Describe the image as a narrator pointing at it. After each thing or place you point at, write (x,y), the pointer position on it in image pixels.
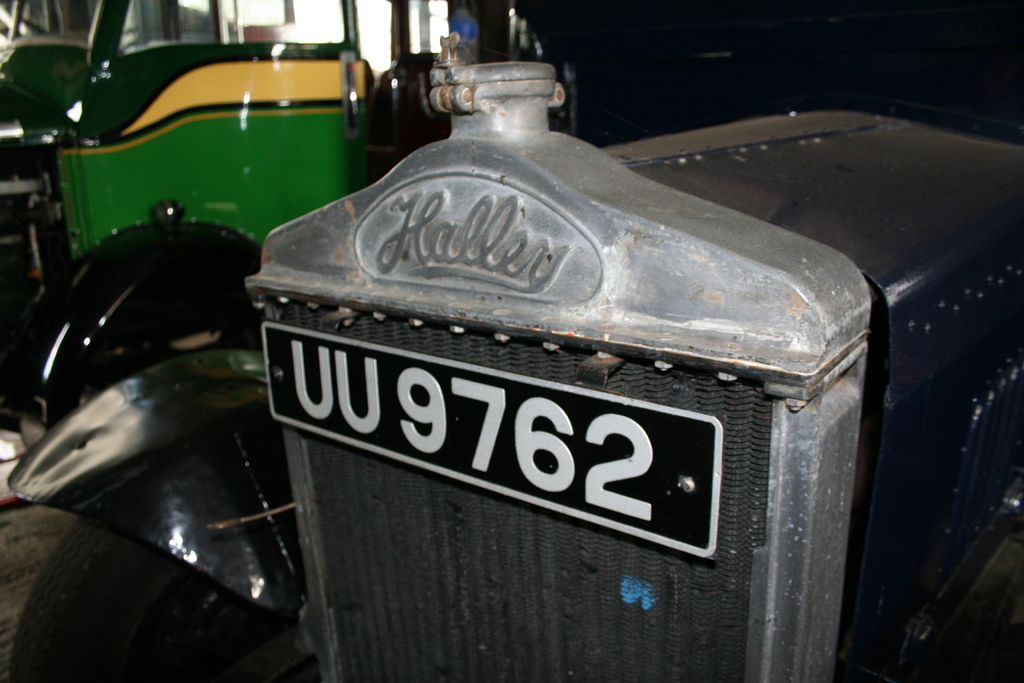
In this image we can see a vehicle (372,534) and some text (627,423) on it. In the background (134,174) there are vehicles (126,128).
